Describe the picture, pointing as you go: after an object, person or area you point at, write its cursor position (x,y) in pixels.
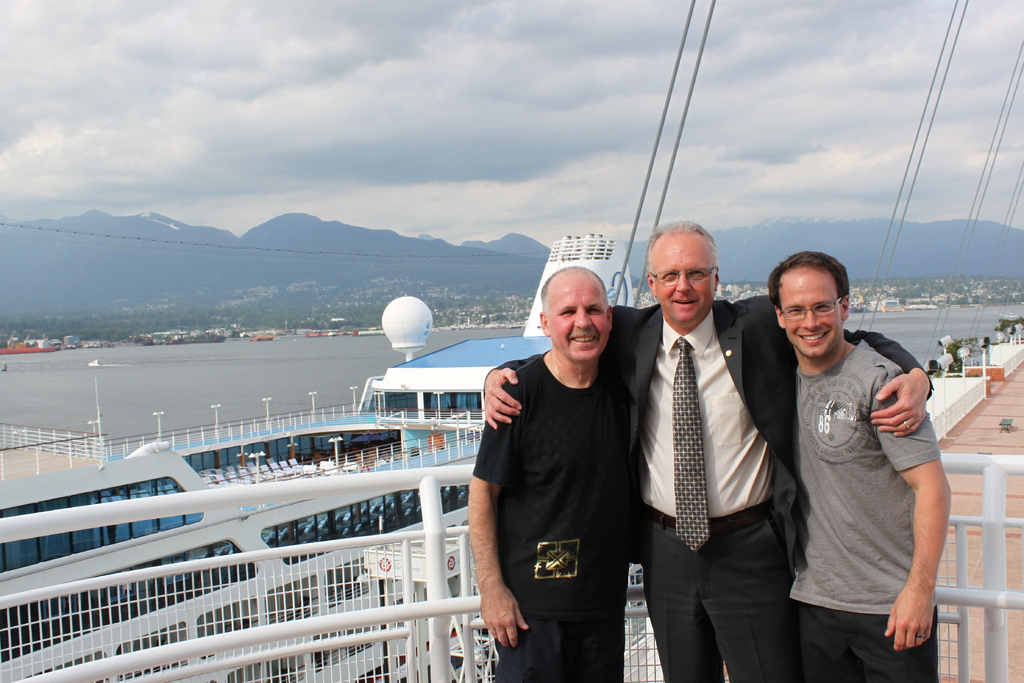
In this image I can see there are three persons (643,536) standing in front of the fence (400,553) and they are smiling and at the top (235,132) I can see the sky (822,140) and cable wires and lake (167,382) and ship (414,415) and the hill (136,257).
